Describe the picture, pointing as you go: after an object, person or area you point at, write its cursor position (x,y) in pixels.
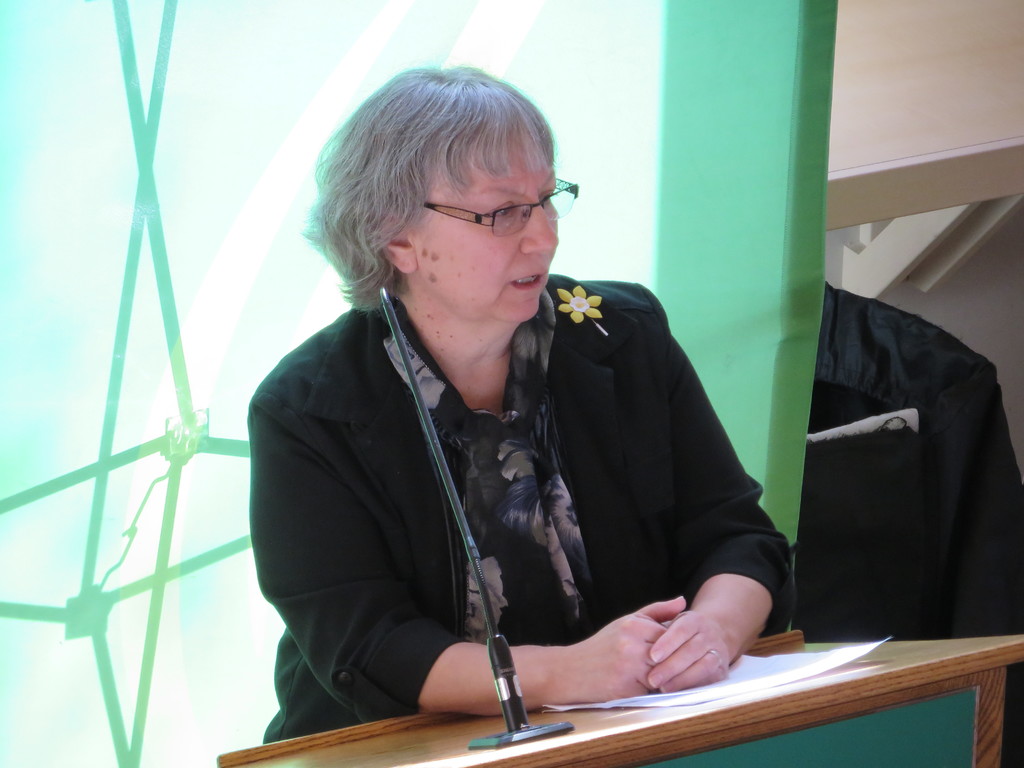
In this picture there is a woman (462,464) wearing black color coat (387,451), standing at the wooden speech desk (678,729). Behind we can see a green color glass (151,304).
